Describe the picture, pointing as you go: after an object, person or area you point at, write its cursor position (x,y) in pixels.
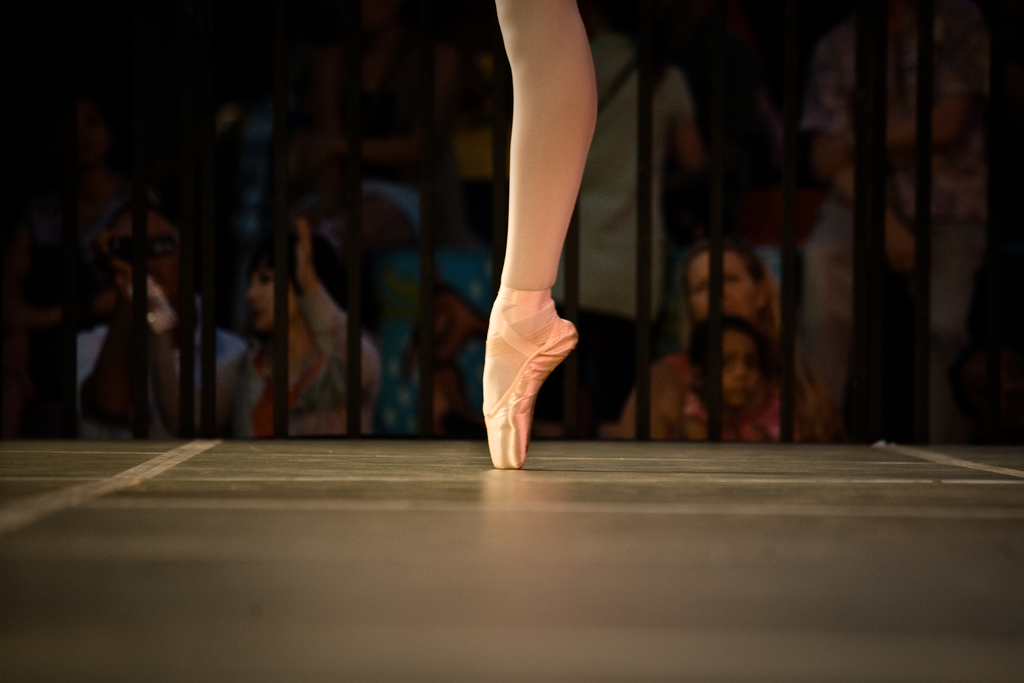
The foreground of the picture (23,619) there is a stage (44,507), on the stage (584,476) there is a person's leg (508,371). In the background (279,288) there is railing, behind the railing (280,164) there are people (829,171). The background (905,201) is blurred.
